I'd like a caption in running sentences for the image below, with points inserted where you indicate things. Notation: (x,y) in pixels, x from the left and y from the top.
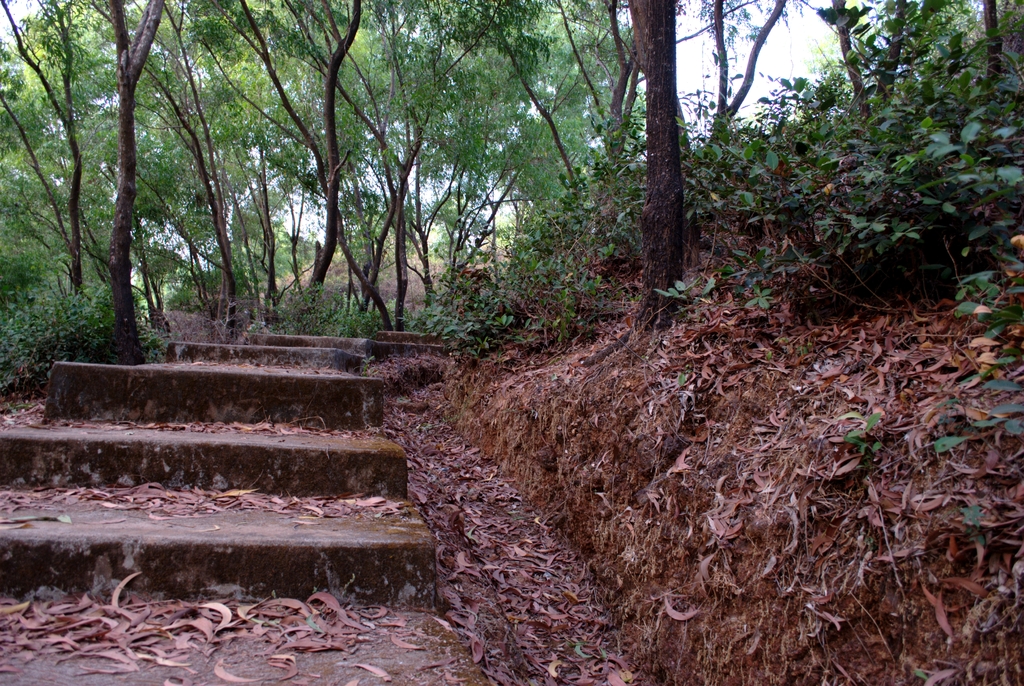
In this picture I can see the steps (274,478) in front (271,444) and I see the dry leaves (270,429). In the middle of this picture (585,259) I see number of plants (814,194). In the background (80,79) I see number of trees (362,85) and the sky (798,19).
